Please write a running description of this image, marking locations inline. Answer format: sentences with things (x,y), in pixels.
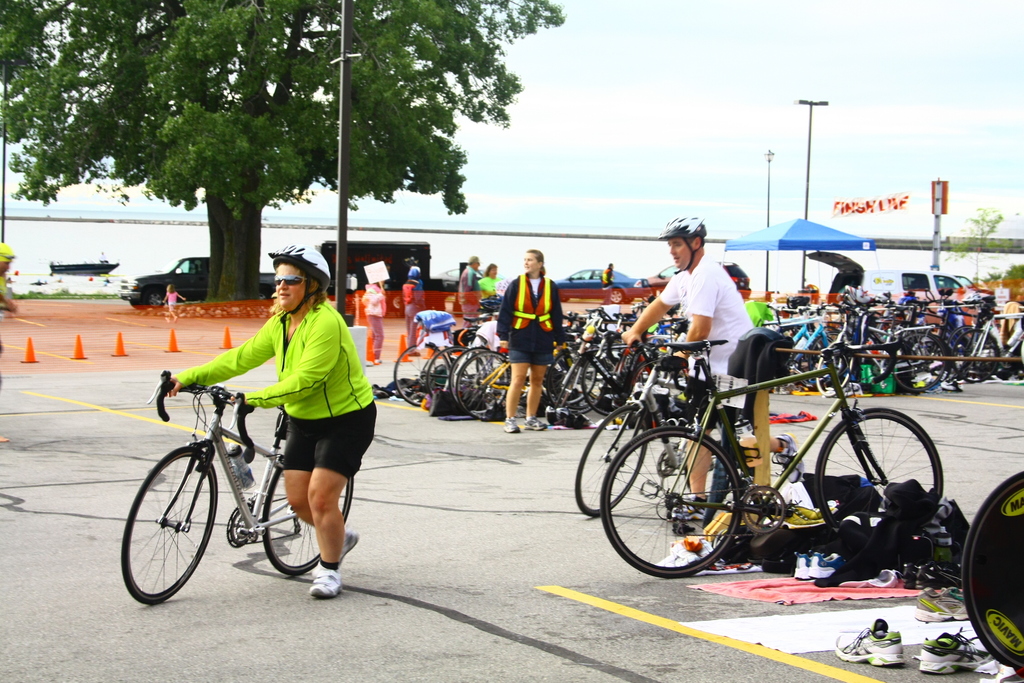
In this image, there are a few people (506,429). We can see some bicycles (924,363) and vehicles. We can see the ground (613,656) with some objects (964,524). We can also see some pairs of shoes (932,596). There are a few poles (343,17), a tree (239,84) and an umbrella (801,232). We can also see some water (554,257) and a boat (61,273) sailing on it. We can see the wall (997,244) and the sky (616,211).
